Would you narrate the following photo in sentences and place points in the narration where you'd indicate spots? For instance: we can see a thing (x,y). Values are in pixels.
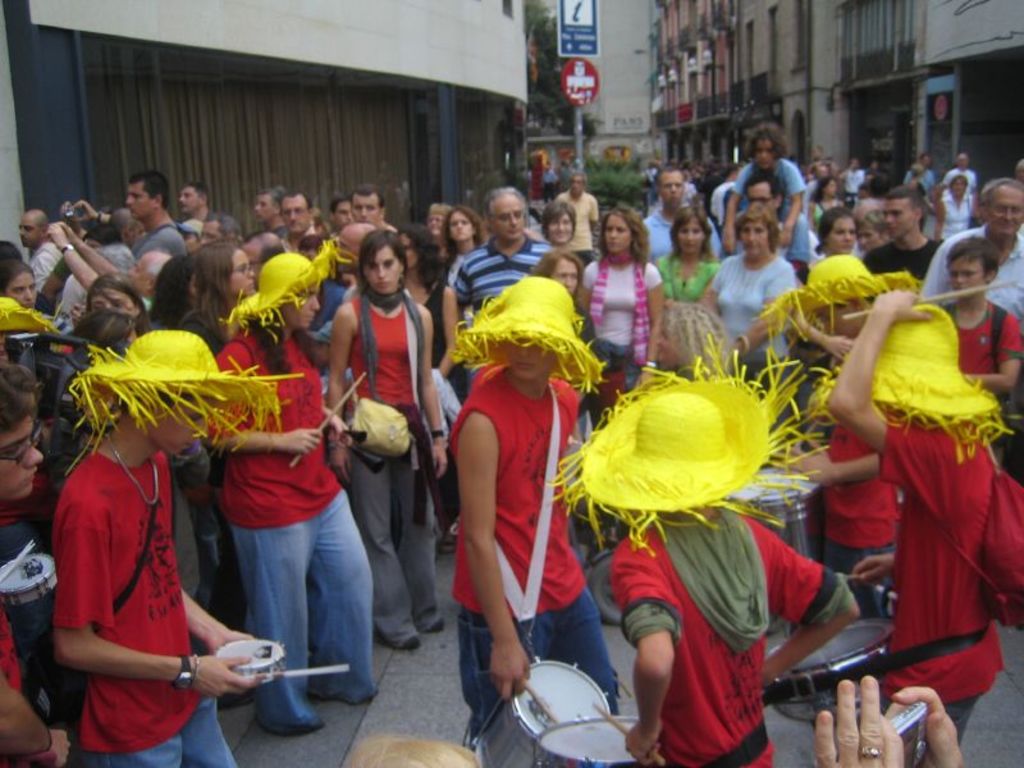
At the right (836,51) and left side of the picture (330,58) we can see buildings (686,14), trees (629,169). This is a board (591,98). In between building (418,139) we can see persons (789,562) standing and playing musical instruments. They all wore yellow colour hats (717,497). Behind to these persons (139,413) we can see crowd (221,228).
